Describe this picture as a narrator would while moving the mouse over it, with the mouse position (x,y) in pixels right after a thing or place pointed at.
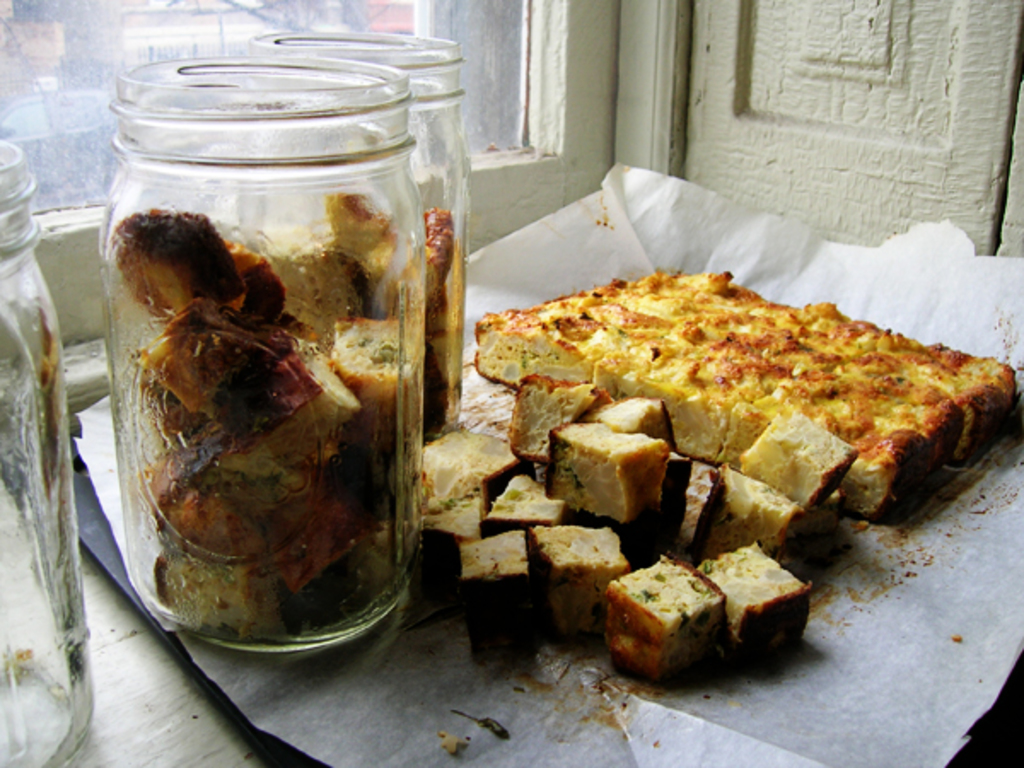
In this image, we can see jars (367,434) containing food item (262,377) and on the right (783,456), we can see a food item (729,519) on the paper (833,592). In the background (614,72), there is a wall (749,105).
